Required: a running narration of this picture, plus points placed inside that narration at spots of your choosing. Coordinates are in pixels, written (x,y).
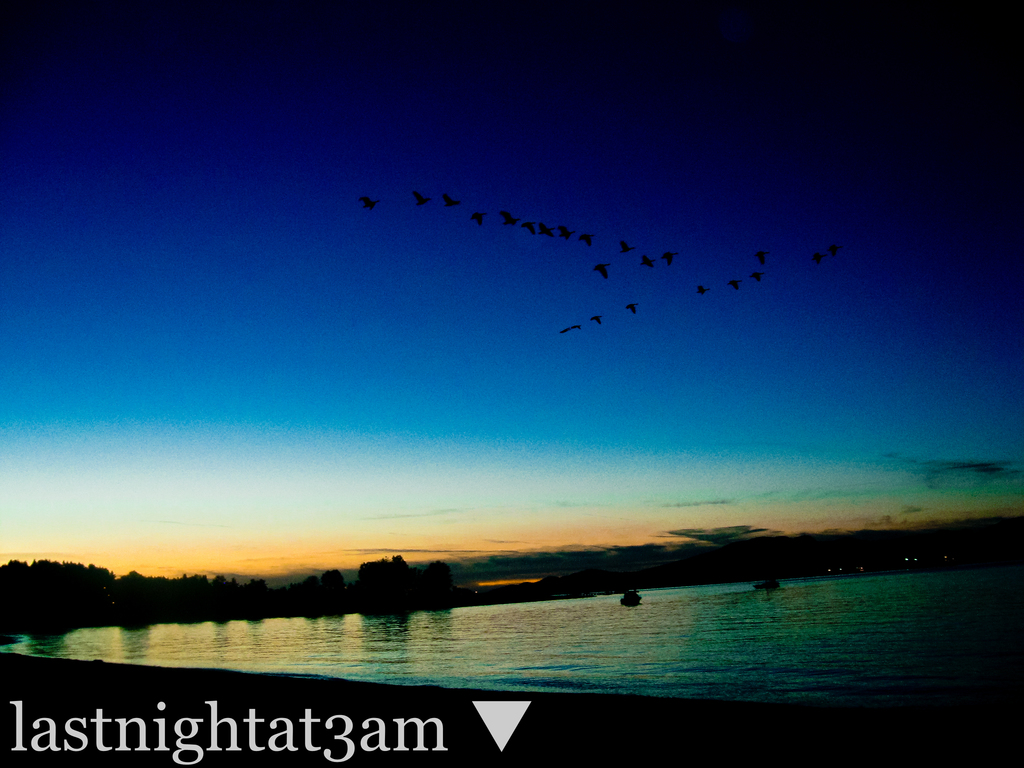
In this image, we can see a poster (657,605). On this poster (417,461), we can see the water (525,615) and dark view. We can see birds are flying in the air (374,218). In the background (157,170), there is the sky (157,170). In the bottom left side of the image (198,739), there is a watermark (192,730).
